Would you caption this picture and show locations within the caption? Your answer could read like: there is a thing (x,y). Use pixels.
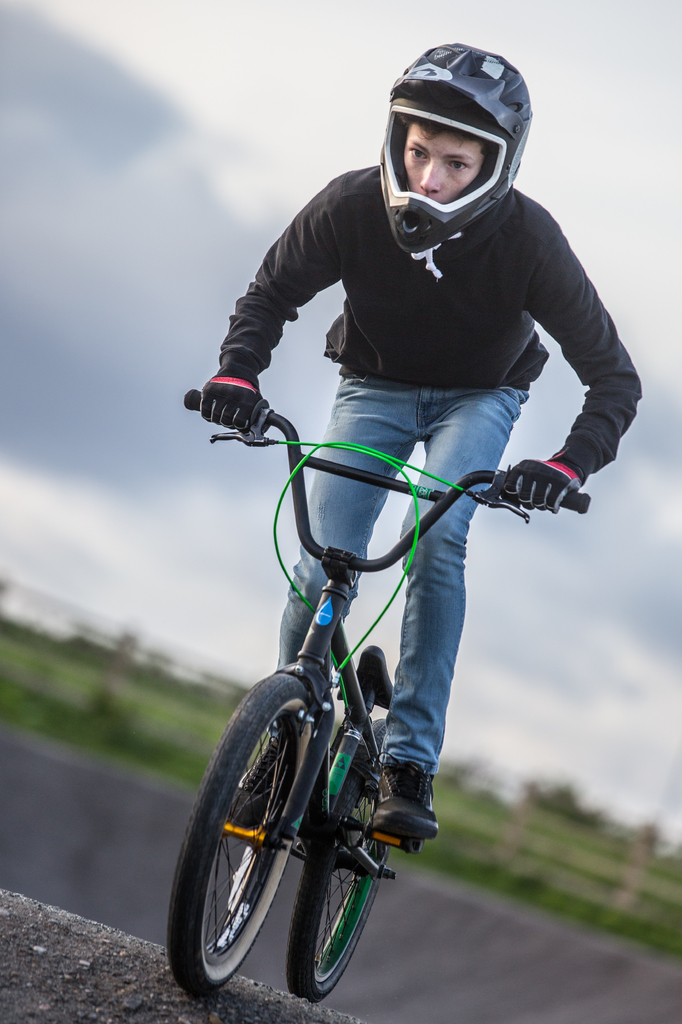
In this picture I can observe a person (359,416) cycling a bicycle (353,767). The person (414,430) is wearing black color T shirt (416,297) and helmet (403,192) on his head (408,211). In the background (100,221) there are some clouds (145,252) in the sky (215,91).
